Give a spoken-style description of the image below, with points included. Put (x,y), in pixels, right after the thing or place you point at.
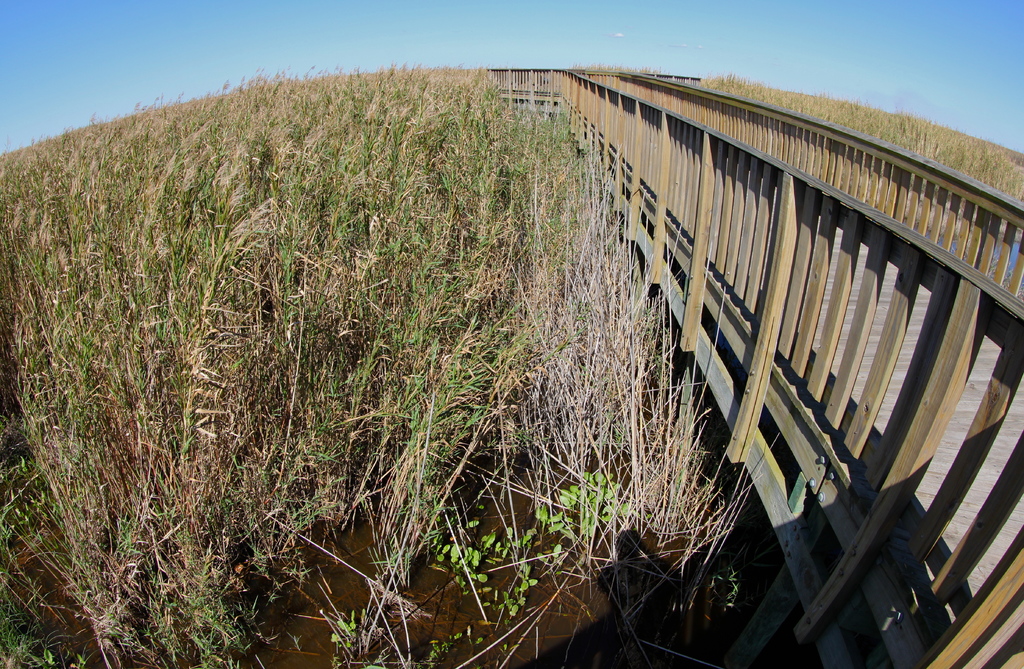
In this picture we can see plants (481,235) on the right side (962,152) and left side (327,393), there is a bridge (876,206) in the middle (639,224), it looks like the sky (325,26) in the background (330,34).
